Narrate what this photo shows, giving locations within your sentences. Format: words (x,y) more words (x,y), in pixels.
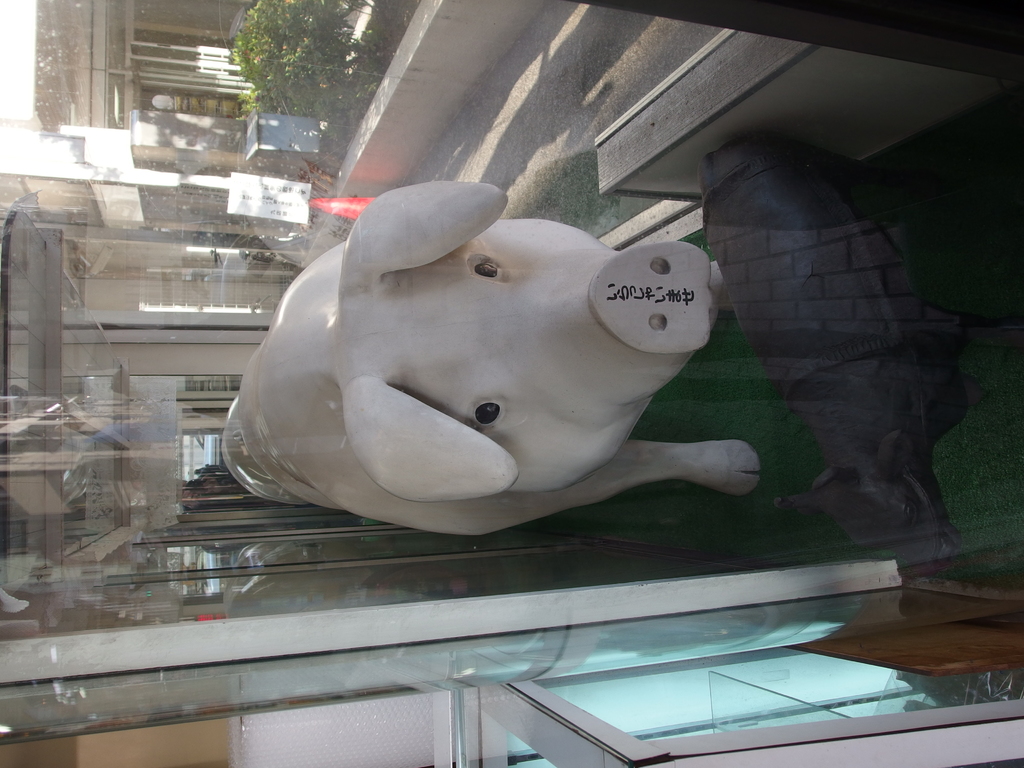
In this picture I can see two animal statues (555,381) in the display box (657,427).
